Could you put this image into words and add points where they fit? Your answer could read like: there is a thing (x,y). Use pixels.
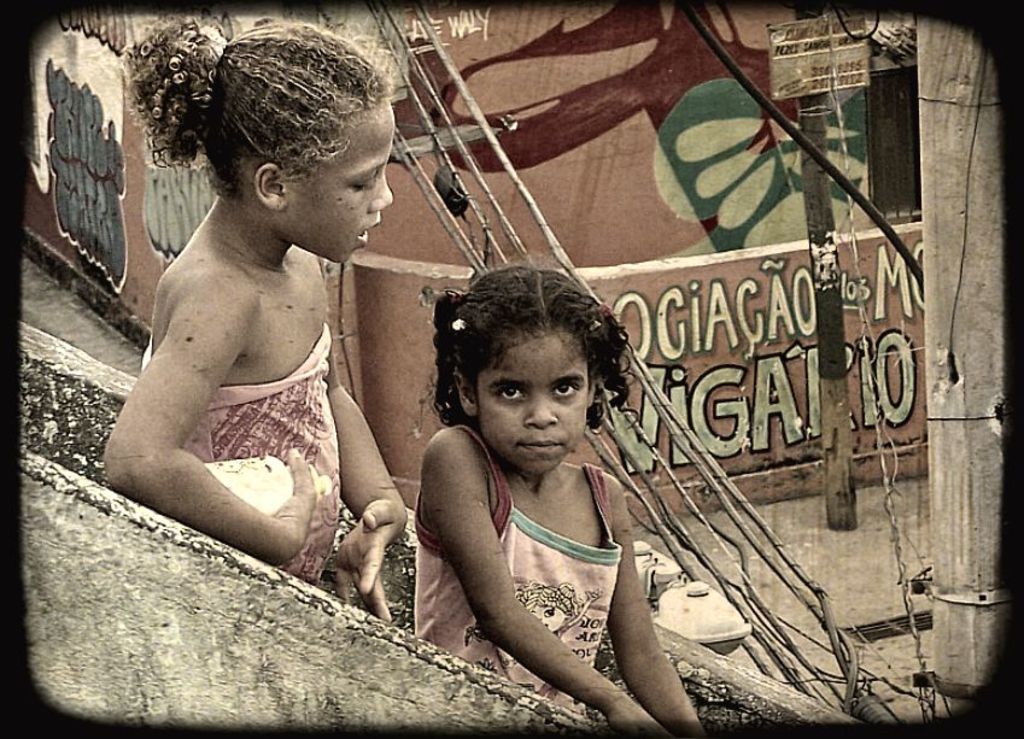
In front of the image behind the wall (235,571) there are two girls (390,484) standing. Behind them there are electrical poles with wires (770,615). In the background (597,204) there is a wall (646,134) with graffiti (658,137) and text (662,310) on it.
